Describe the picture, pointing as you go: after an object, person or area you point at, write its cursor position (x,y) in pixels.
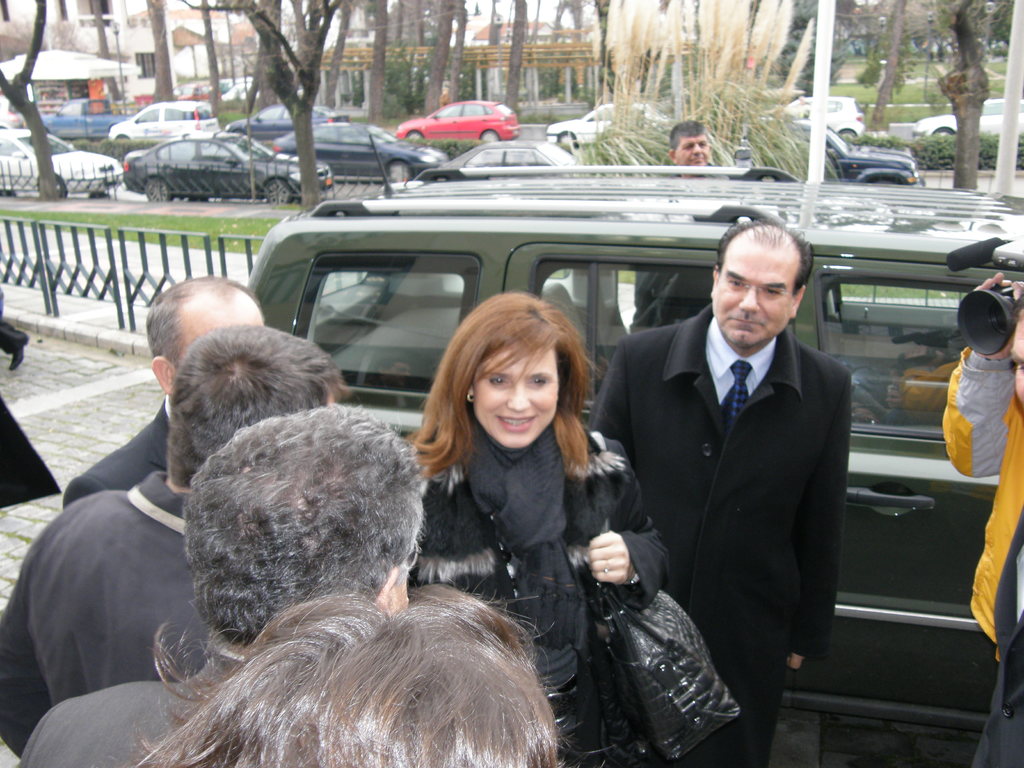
This picture is clicked outside. In the center (376,307) we can see the group of cars (463,172) and we can see the group of persons (708,465), railings (185,265), green grass (278,221), sling bag (658,646), plants (745,112), trees (282,63), houses (80,13), tent (35,80) and many other objects (41,96).
